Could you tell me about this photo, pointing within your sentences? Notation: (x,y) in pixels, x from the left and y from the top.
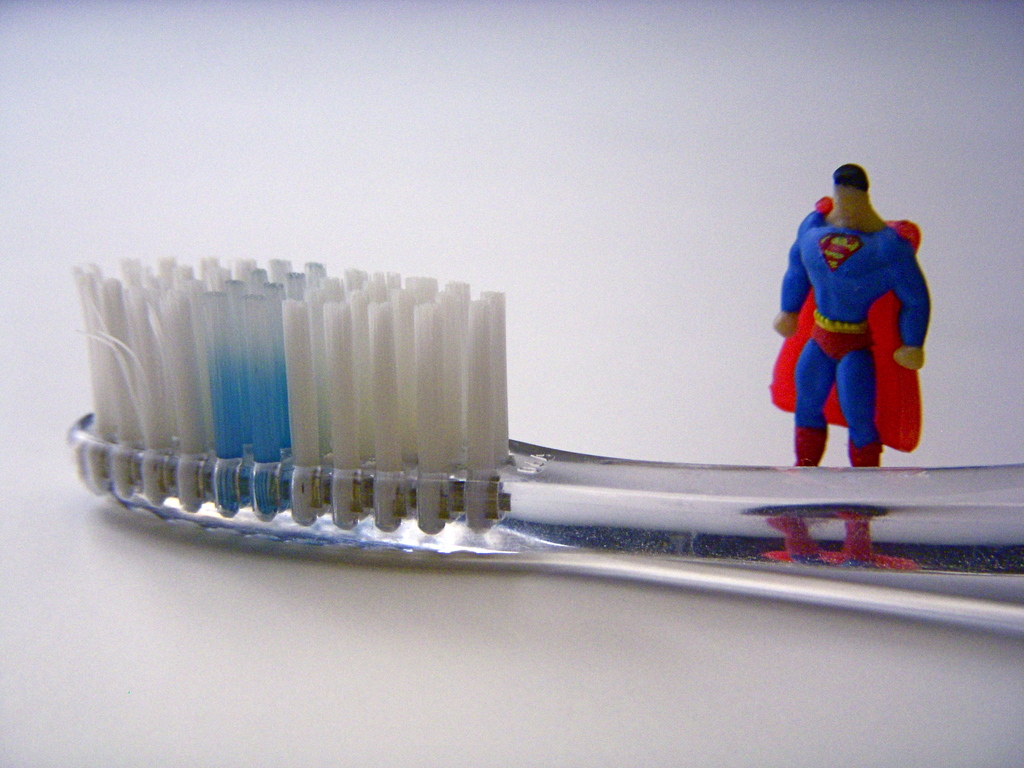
In this image we can see a toy (874,321), and a toothbrush (425,376), also the background (73,91) is white in color.
